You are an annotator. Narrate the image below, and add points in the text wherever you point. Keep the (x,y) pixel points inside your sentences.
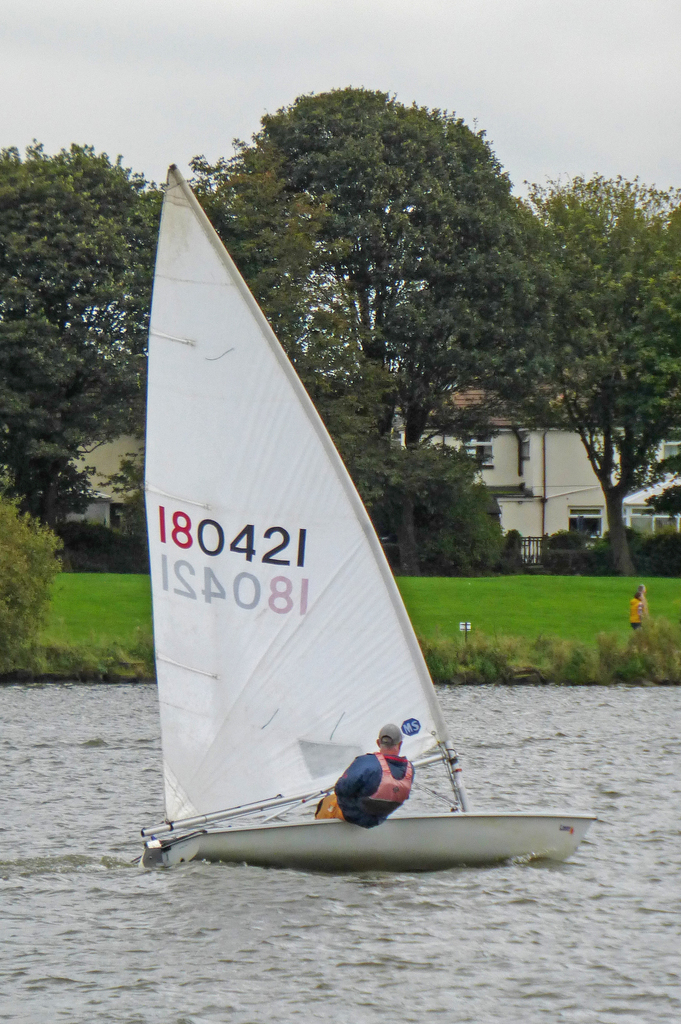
There is a person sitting on boat (304,826) and we can see boat (229,853) above the water (406,921). In the background (526,430) we can see grass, plants (13,519), person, trees (397,506), house (526,453) and sky (523,66).
